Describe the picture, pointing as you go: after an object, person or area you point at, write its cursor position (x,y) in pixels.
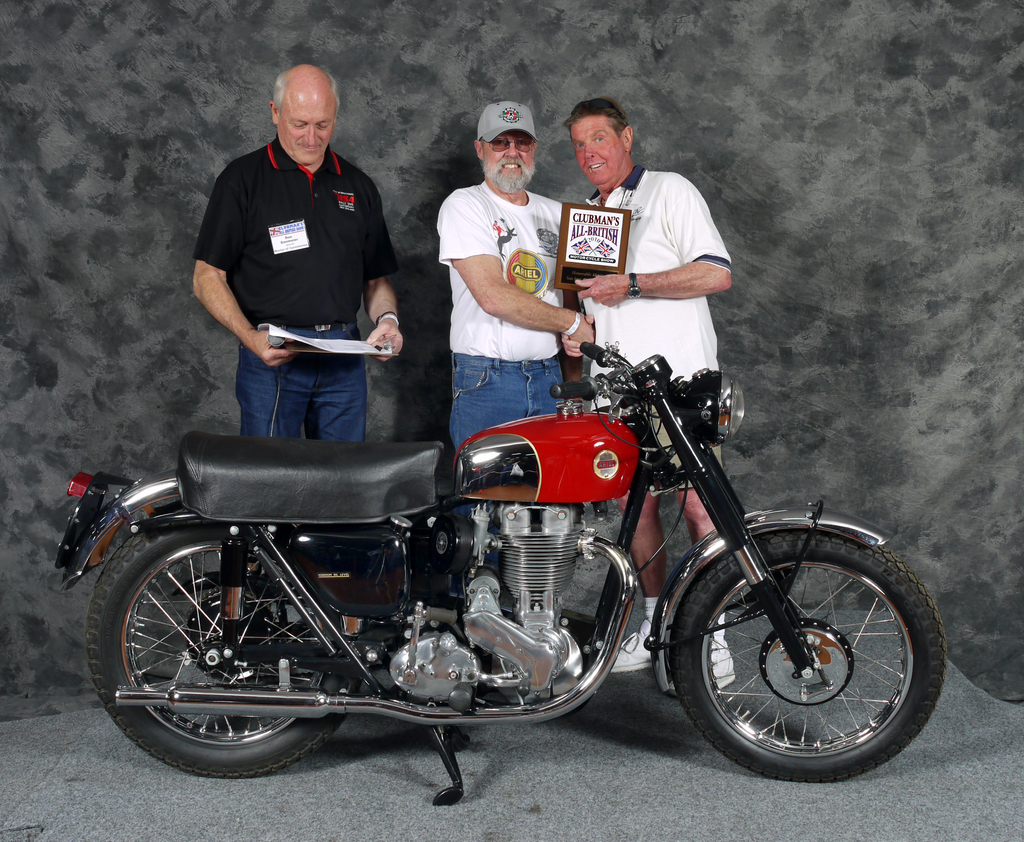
In the picture we can see a motorcycle (921,614) on the floor (962,736) and behind it, we can see three men (497,371) are standing, two men (504,360) are shaking hands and holding an award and one man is standing in black T-shirt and behind them we can see a wall (998,569).
